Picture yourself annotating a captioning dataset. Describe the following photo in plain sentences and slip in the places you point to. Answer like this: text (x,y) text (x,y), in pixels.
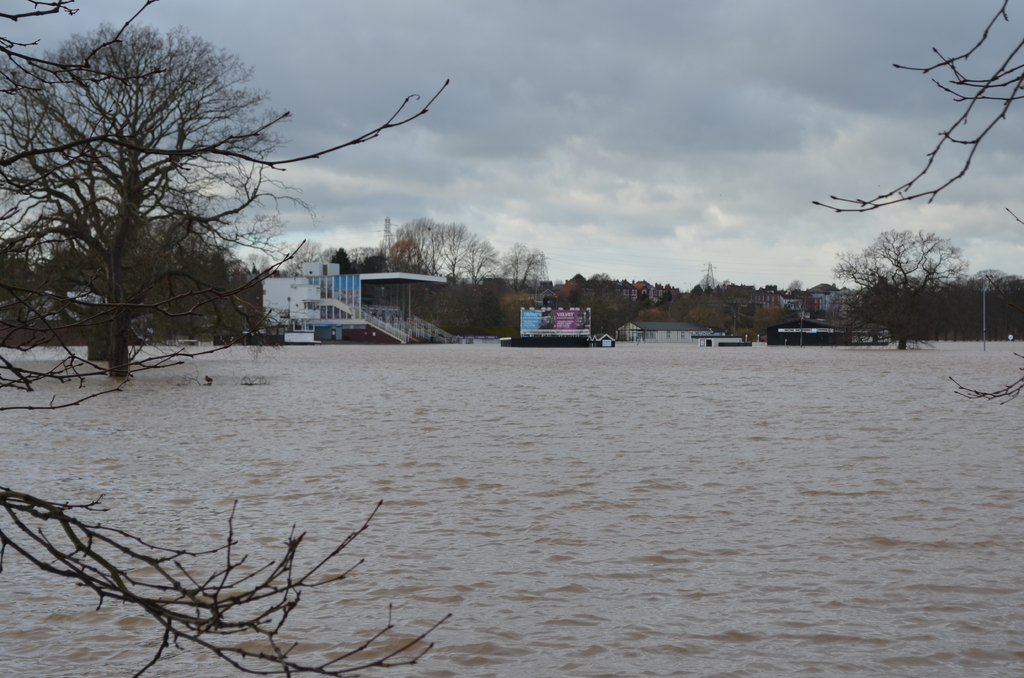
In the background of the image (403,178) we can see sky (367,149) with clouds (465,101), trees (157,261), buildings (390,281), advertisement (563,317), towers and street poles (984,307). In the foreground (579,454) we can see water (355,428).
